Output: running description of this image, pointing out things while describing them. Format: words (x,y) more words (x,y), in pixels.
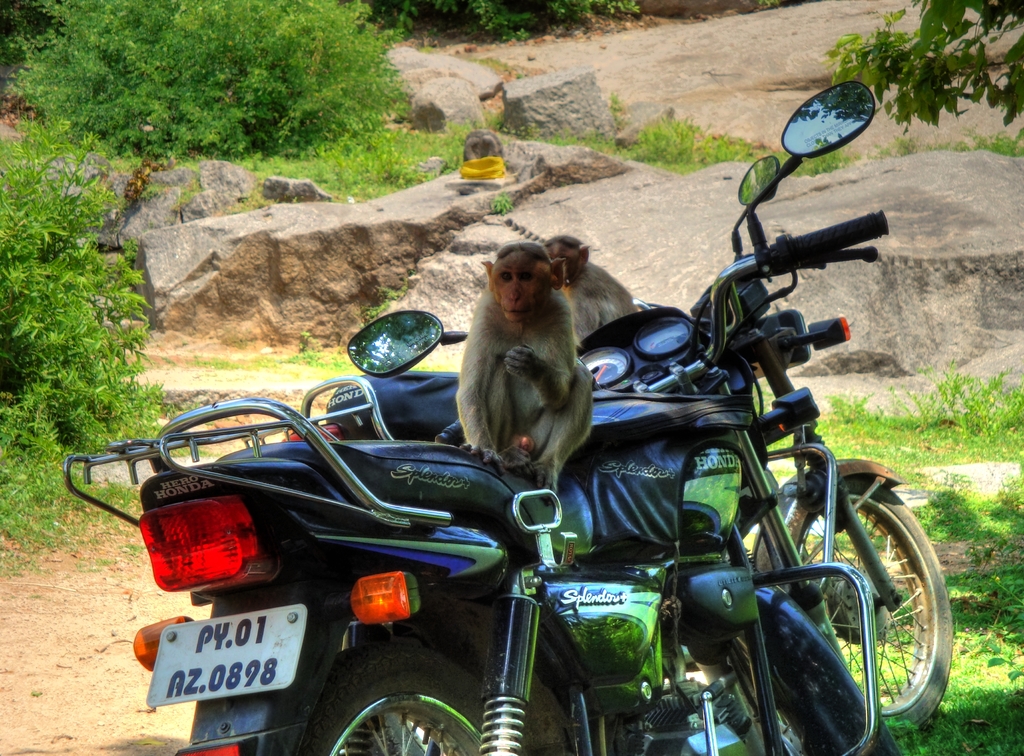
In the center of the image (511,370), we can see monkeys (550,351) sitting on the bikes (561,482) and in the background (440,182), there are rocks (621,137) and trees (220,115). At the bottom (92,618), there is ground (83,640).
